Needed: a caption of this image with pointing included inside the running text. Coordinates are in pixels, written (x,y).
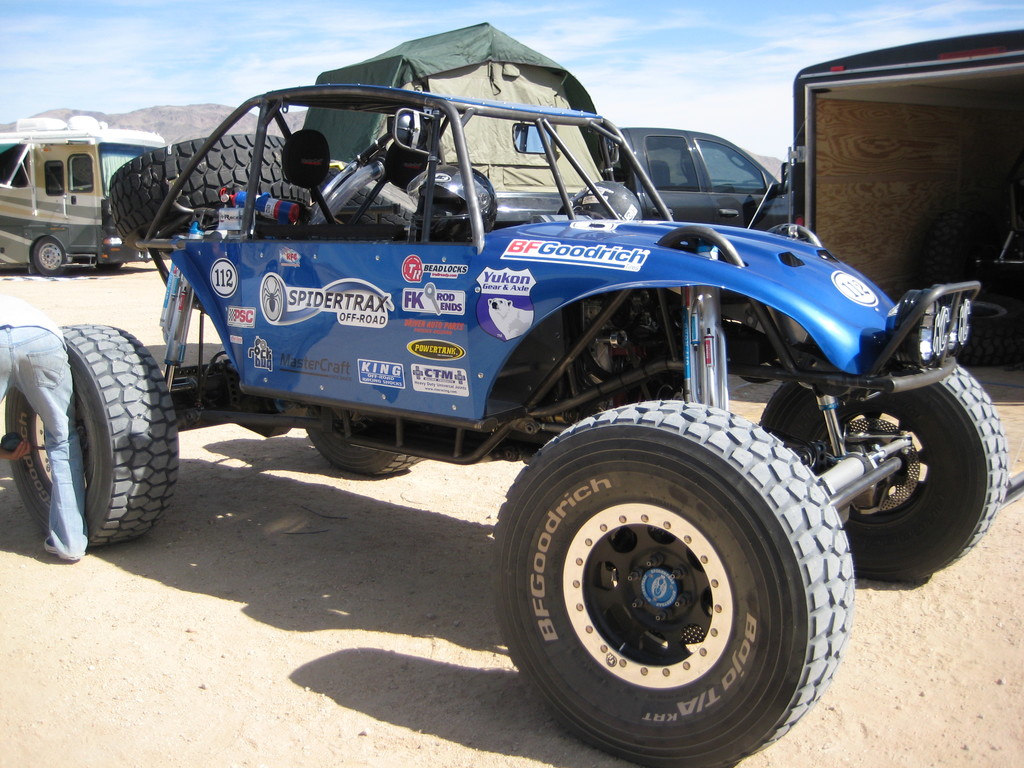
In this image we can see motor vehicles (303,320) on the ground (243,612). In the background (267,51) there are hills (199,111) and sky (209,86) with clouds (209,86).
